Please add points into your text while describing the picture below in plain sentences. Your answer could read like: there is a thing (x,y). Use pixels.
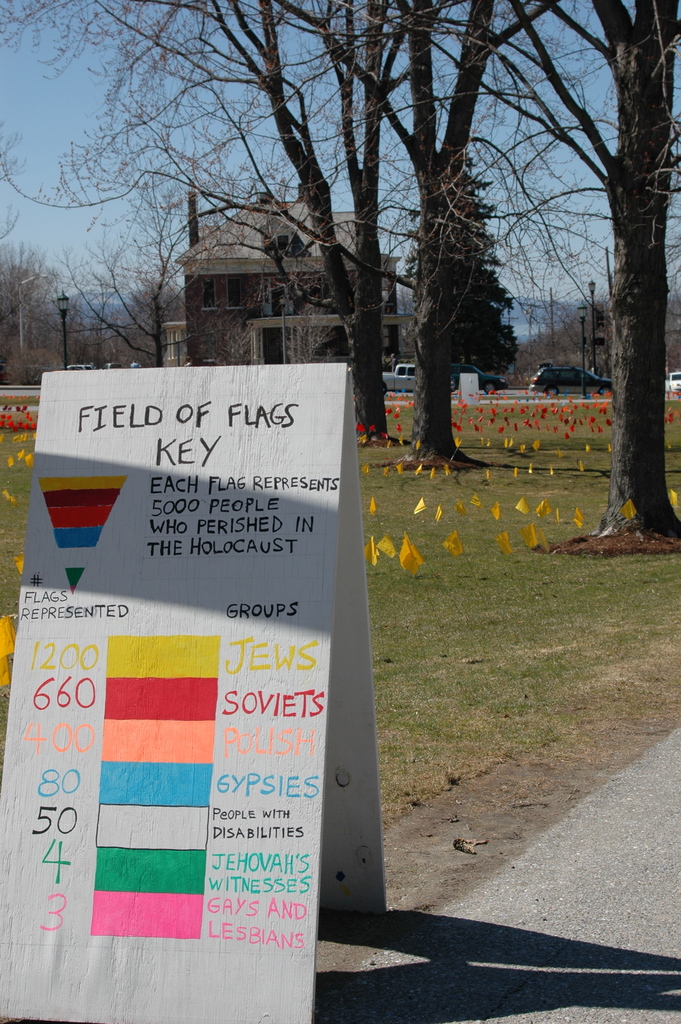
In this image we can see a board (144,565) with the text (194,454). We can also see the house (293,267), light poles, trees (463,225), grass (511,523) and also the vehicles (678,379). We can also see the road (560,910) and small flags (546,426). Sky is also visible.
